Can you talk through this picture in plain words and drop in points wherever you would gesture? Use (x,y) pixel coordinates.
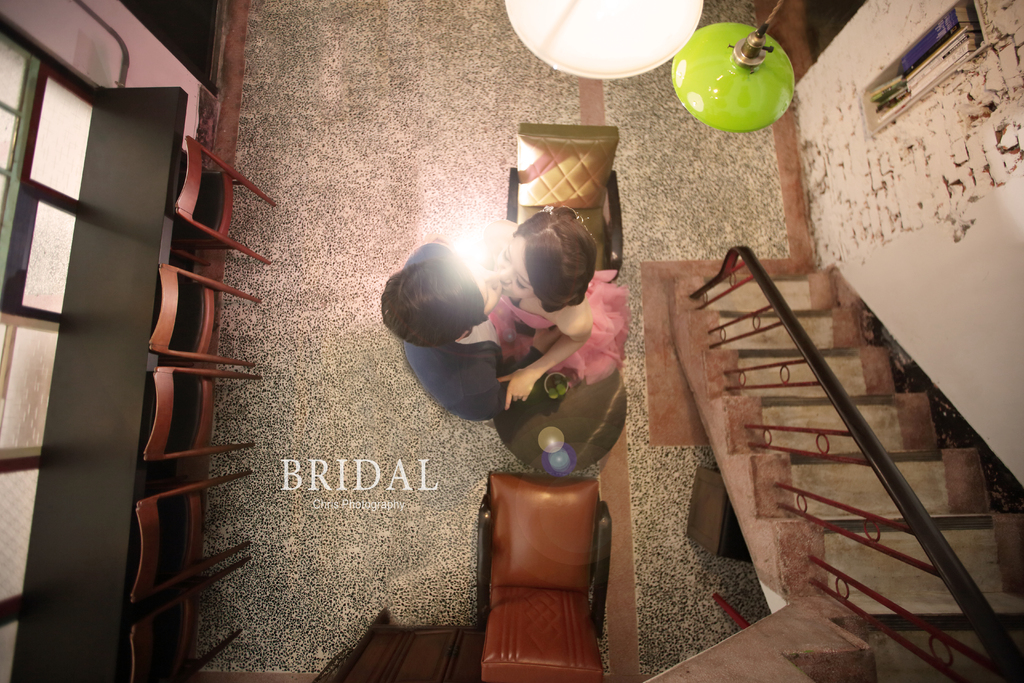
This is the picture taken in a room (527,461), there are two persons (487,319) standing on the floor (295,399). On the floor (324,331) there are chairs (523,557) and table (103,460) and staircase (755,382). On top of them there are lights (735,50).
